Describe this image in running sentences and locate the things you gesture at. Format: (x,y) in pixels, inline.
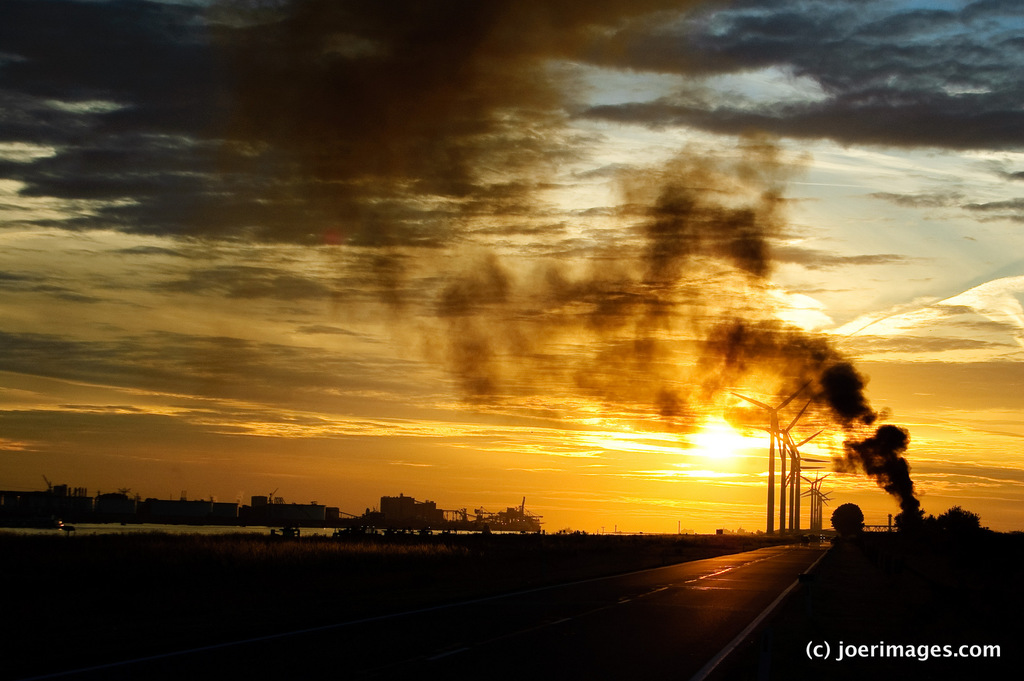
In this picture in the front (643,611) there is road (642,606). In the background (916,499) there are trees (932,524) and there is smoke (706,370) and the sky (529,293) is cloudy and there are buildings (417,505) and there is sun (710,444) visible in the sky (703,401).
